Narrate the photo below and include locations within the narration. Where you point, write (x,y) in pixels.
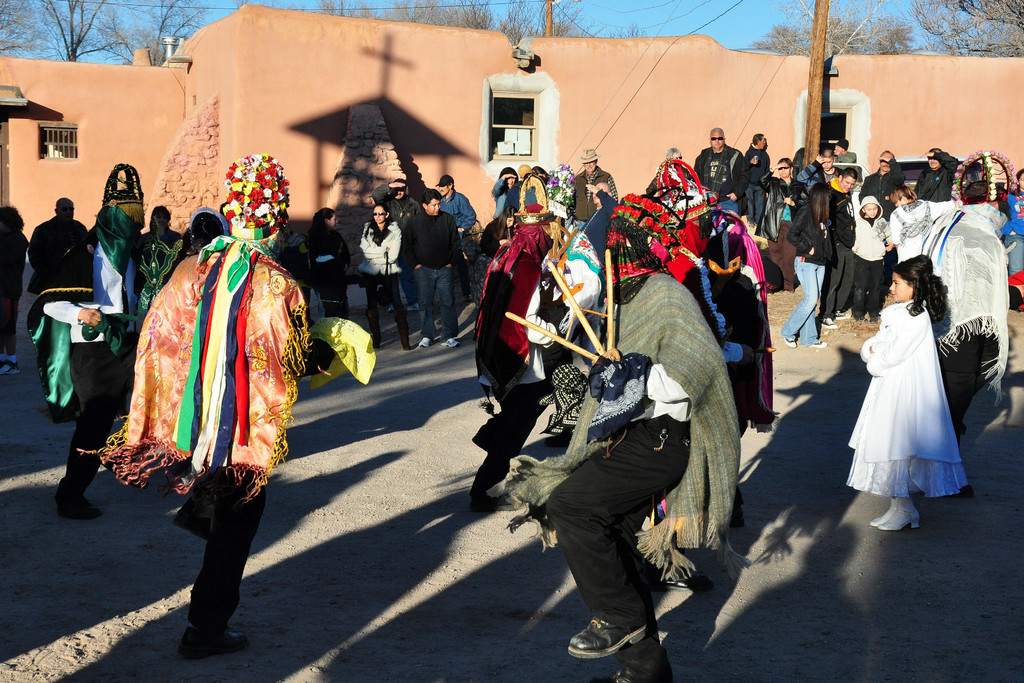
In this image we can see a group of people (716,384). Behind the persons (536,247) we can see a wall (354,123) and there is a shadow (375,121) on it and behind the wall (274,31) there are some trees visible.
